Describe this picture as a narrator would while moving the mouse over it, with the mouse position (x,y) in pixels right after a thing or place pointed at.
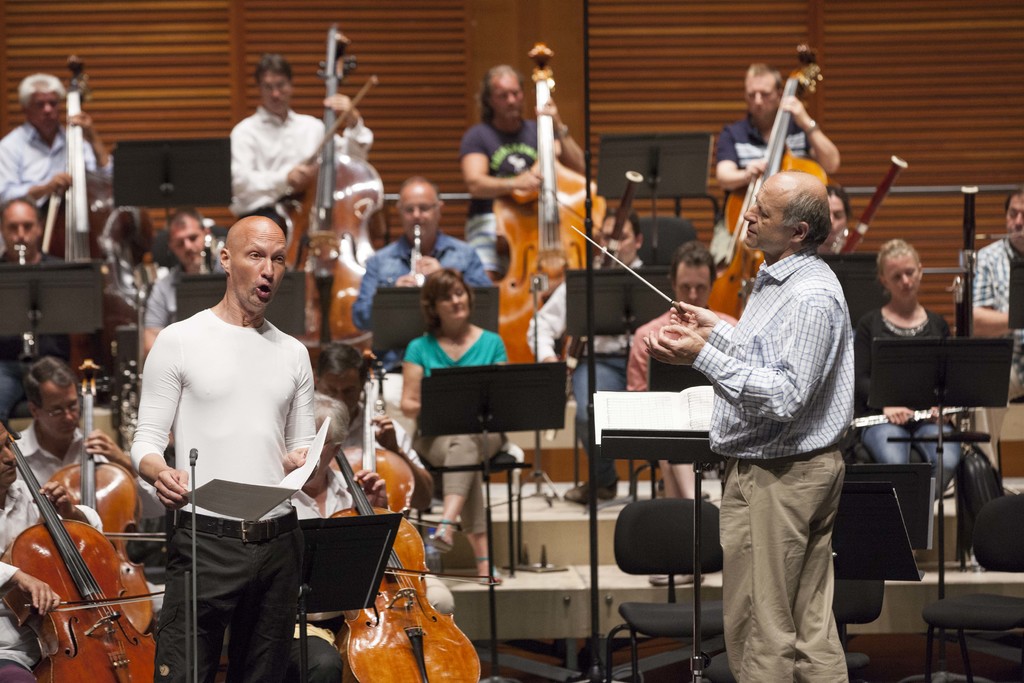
On the left (247,637) we can see one person (237,539) standing and holding book (271,509). And few persons (324,462) were sitting and holding cello (89,473). In front there is a microphone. On the right (773,213) we can see one man (775,336) standing and holding stick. In the background (519,124) we can see few persons (717,172) were standing and sitting and they were holding musical instruments (793,170).
